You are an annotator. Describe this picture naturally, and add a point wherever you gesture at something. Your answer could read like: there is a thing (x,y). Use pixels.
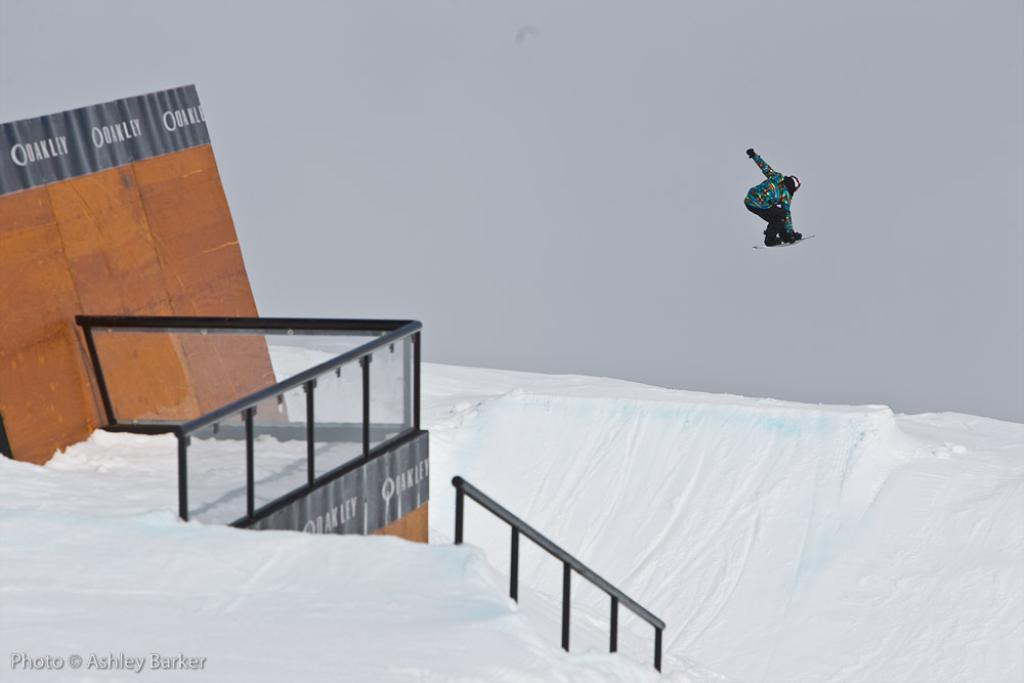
This picture is clicked outside. In the foreground (435,549) we can see the deck rail (341,388), metal rods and the text (47,157) on the wooden objects (109,245) and we can see a lot of snow (787,465). In the background (791,182) there is a person (751,212) seems to be skiing on a ski-board (792,242). At the bottom left corner (114,666) there is a watermark (126,663) on the image.
